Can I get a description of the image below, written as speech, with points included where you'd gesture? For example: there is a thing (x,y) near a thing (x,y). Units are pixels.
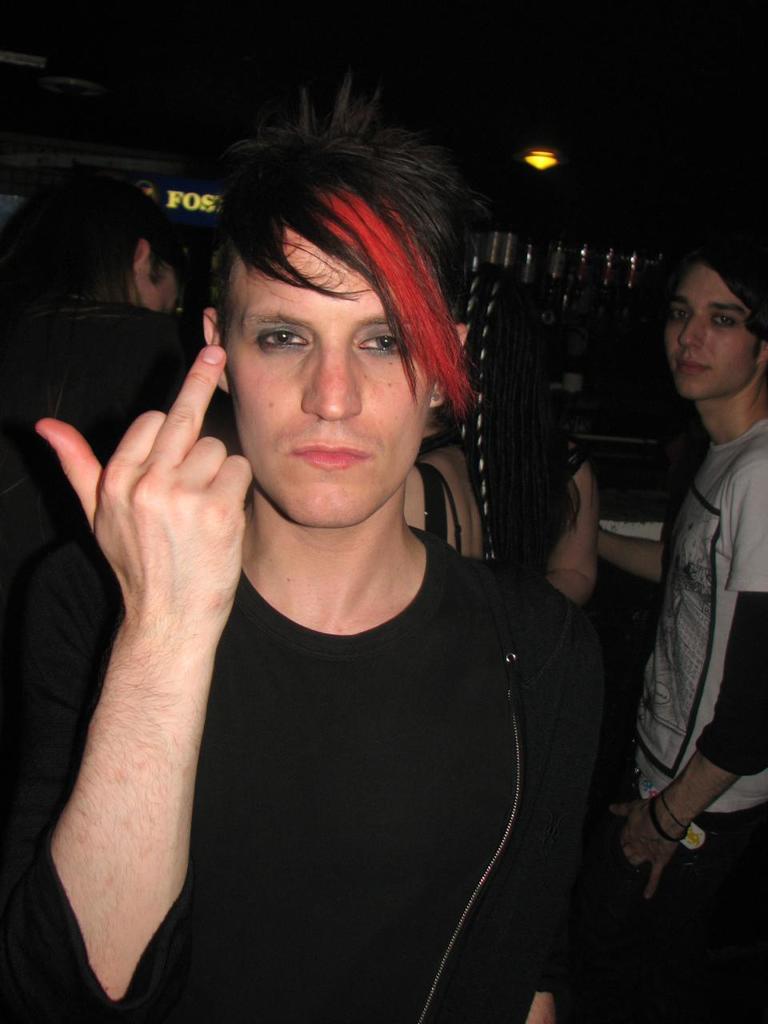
In this image on the foreground (333,587) a man (350,773) is standing wearing black t-shirt (390,753). He is having red hair (411,351). In the background (187,348) there are few other people (678,594). The background (592,98) is dark.
